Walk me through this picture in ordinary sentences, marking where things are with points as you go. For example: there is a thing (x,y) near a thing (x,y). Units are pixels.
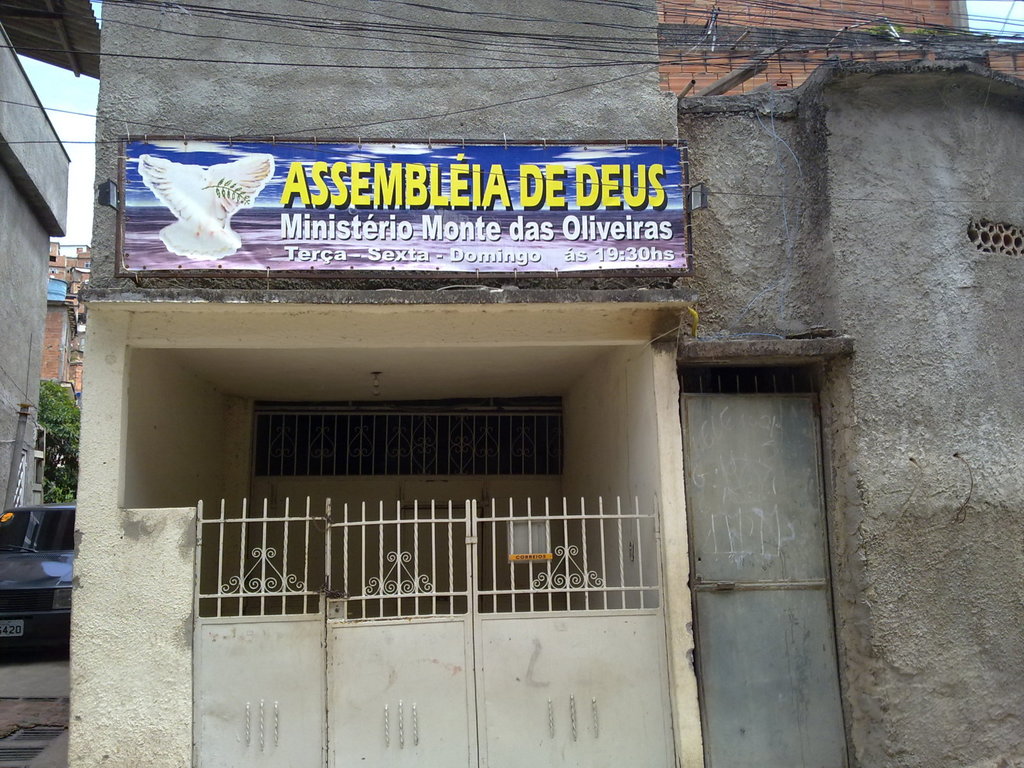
In this image there are buildings (105,115). In the foreground (632,51) there is a building (878,360). There are gates (489,680) and a door (769,577) to the building (767,350). There is a banner (334,195) on the building (341,201). There is text (391,184) on the banner (449,179). Beside the building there is a car (25,571). In the background (69,417) there are trees (58,402). At the top (89,141) there is the sky (80,121).
